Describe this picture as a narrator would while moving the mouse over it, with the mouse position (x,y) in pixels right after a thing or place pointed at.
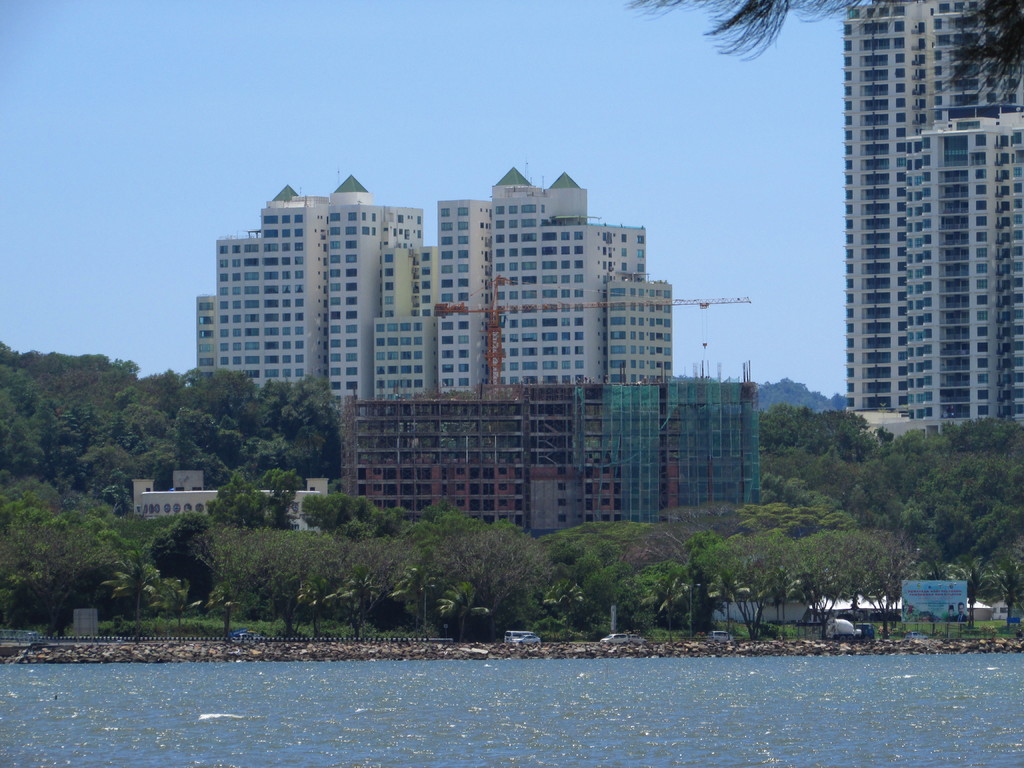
In this image I can see trees (668,543) and buildings (485,382). At the bottom (501,743) there is a water surface (512,712). At the top (433,142) I can see sky (363,151).
